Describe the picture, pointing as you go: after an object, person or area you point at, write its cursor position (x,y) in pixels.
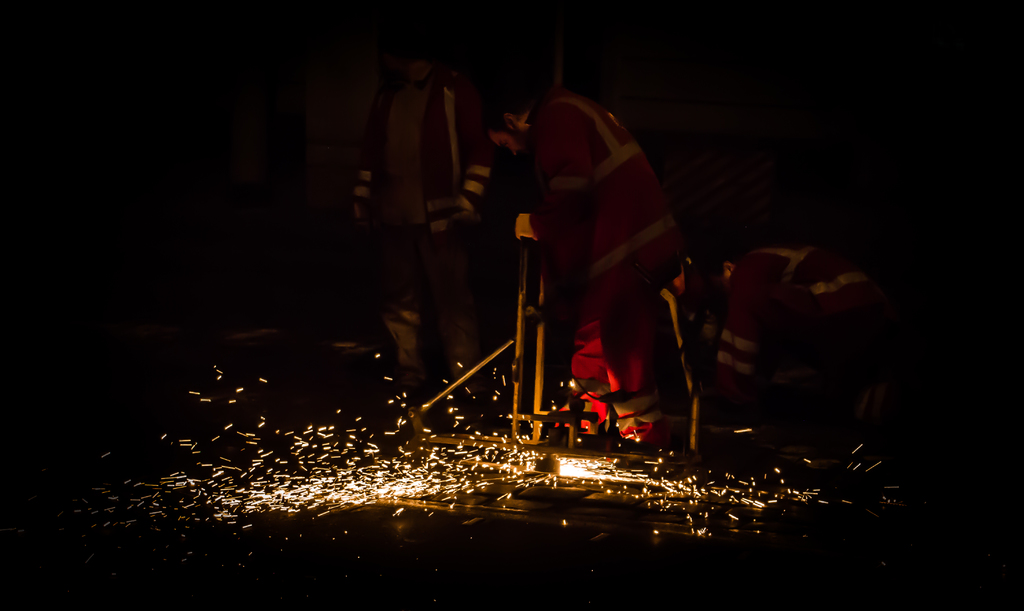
In the picture we can see group of people (605,330) wearing red color jacket (546,265) standing and doing some work and we can see spark (298,481).
